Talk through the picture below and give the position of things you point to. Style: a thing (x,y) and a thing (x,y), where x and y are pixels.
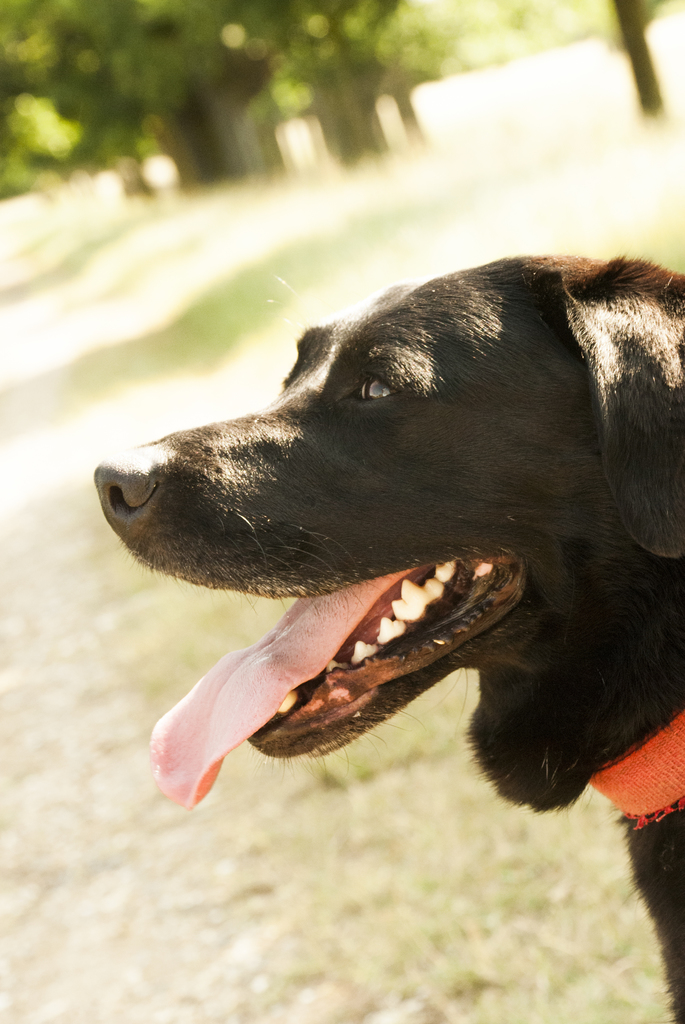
As we can see in the image in the front (555,615) there is a black color dog (498,555) and grass (107,260). In the background (272,91) there are trees (168,79). The background (267,81) is little blurred.
